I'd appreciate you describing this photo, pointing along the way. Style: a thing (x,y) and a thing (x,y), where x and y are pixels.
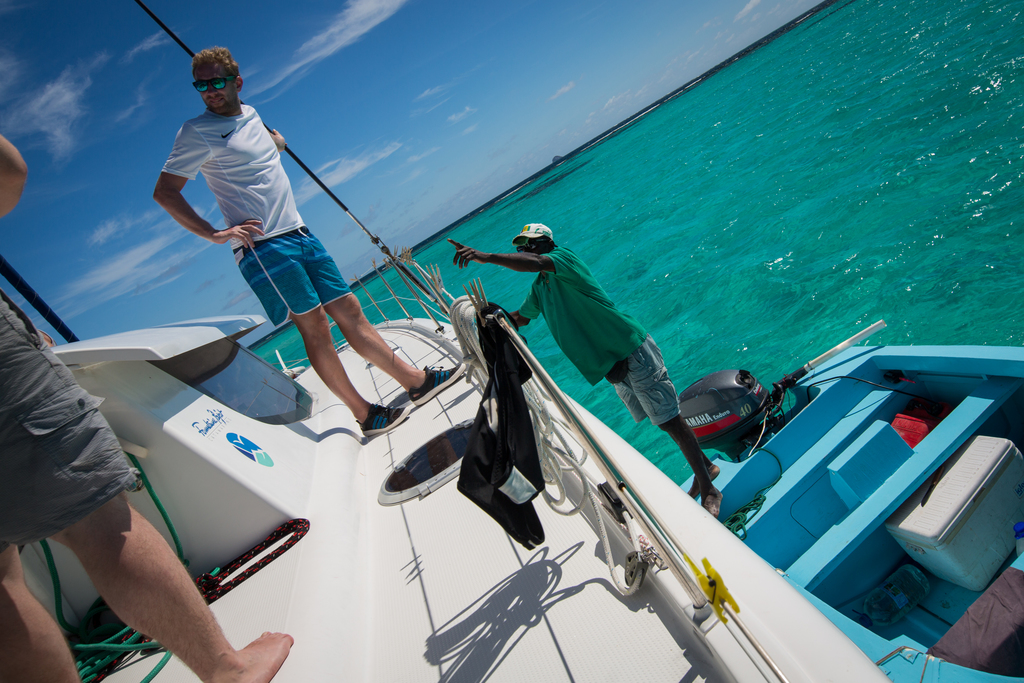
In this picture we can see two men (319,326) are standing in a ship (372,511). There is a pole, ropes (470,317) and a black object (492,480) on this ship (342,480). We can see a person (653,398) standing on a boat (986,386) which is in water (645,188). Sky (459,147) is blue in color and cloudy.
